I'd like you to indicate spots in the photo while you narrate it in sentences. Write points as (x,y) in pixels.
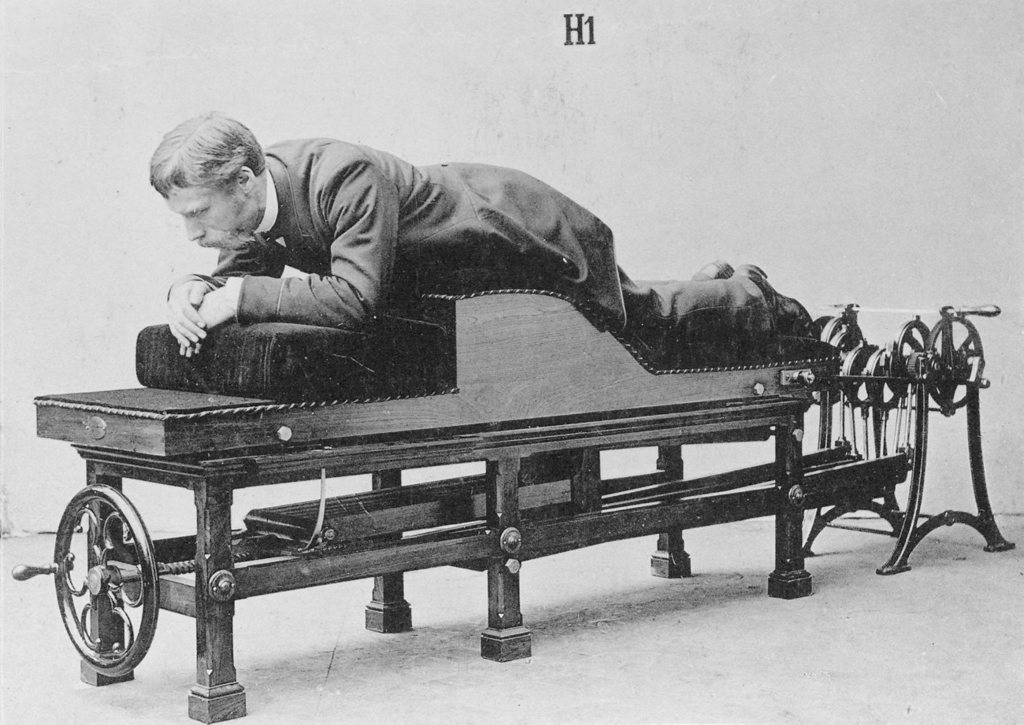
This picture is in black and white. In the center (425,362), there is a man (455,213) lying on an equipment (553,347).
